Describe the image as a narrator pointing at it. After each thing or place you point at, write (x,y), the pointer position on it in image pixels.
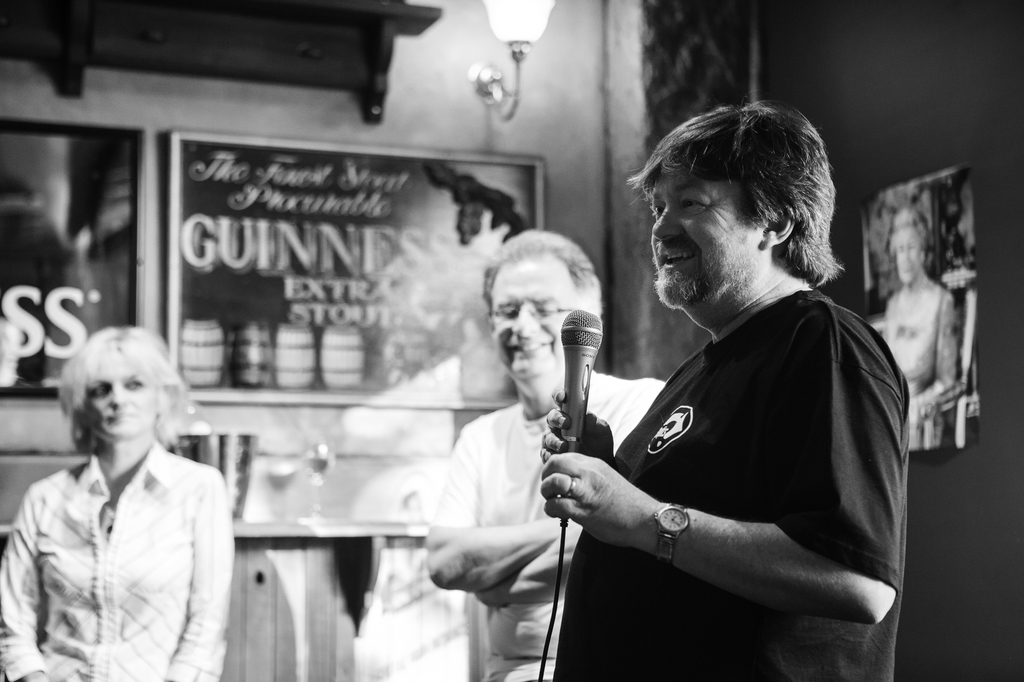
there are two persons (549,476) and women (125,463) one person (606,444) is Catching microphone (579,404).
